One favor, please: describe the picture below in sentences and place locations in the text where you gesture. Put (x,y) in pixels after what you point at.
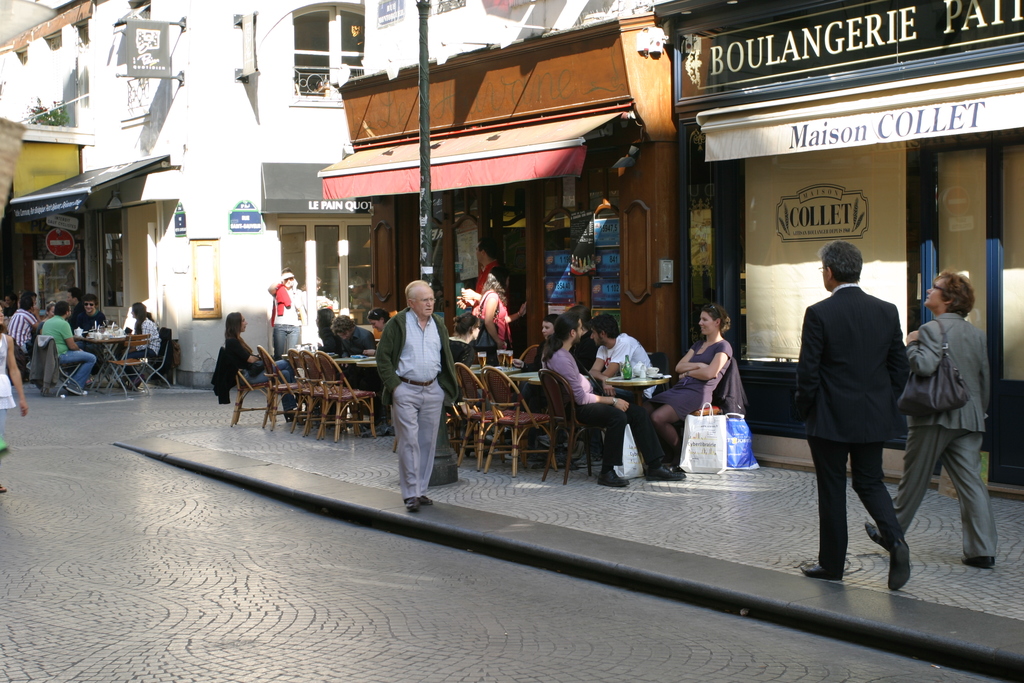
On the right side of the picture (869,119) we can see the buildings (745,27). In this picture we can see the stores (570,236), boards (601,71). We can see people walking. Few people (22,315) are sitting on the chairs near to the tables (104,341) and on the tables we can see glasses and few other objects (625,377). We can see a pole (424,131) and we can see bags (704,463) on the floor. It seems like a sunny day.
